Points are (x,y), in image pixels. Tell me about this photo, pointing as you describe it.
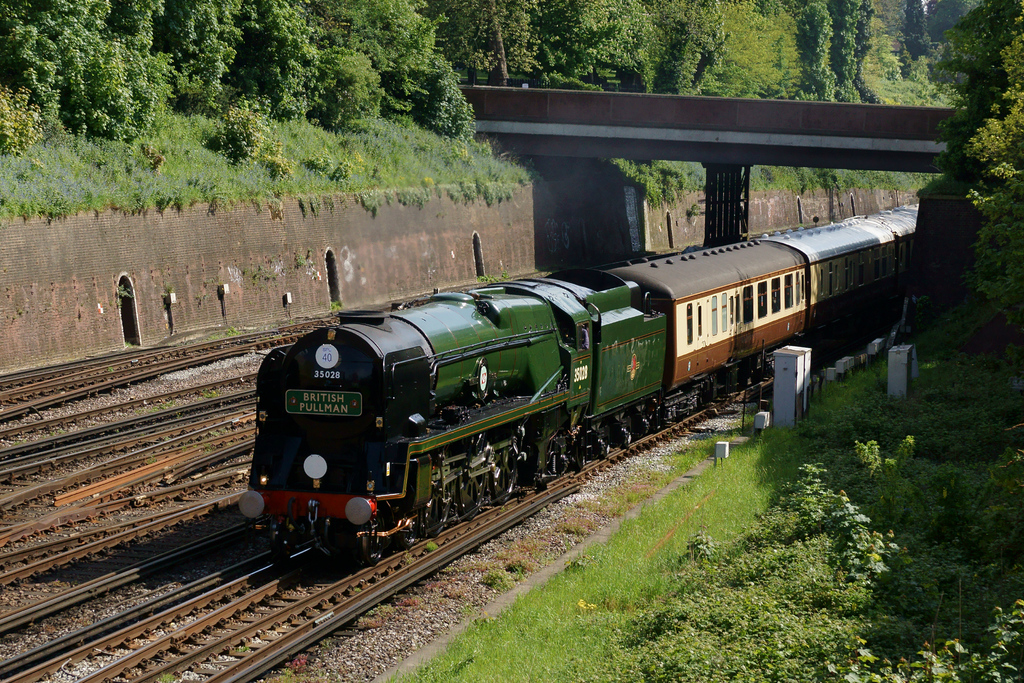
In this image I can see the train (331,477) on the track (282,575). The train (335,422) is colorful and I can see something is written on the train (345,428). To the side of the train (485,337) there are many trees (44,24). I can also see the bridge (705,191) to the top of the train (776,236).
